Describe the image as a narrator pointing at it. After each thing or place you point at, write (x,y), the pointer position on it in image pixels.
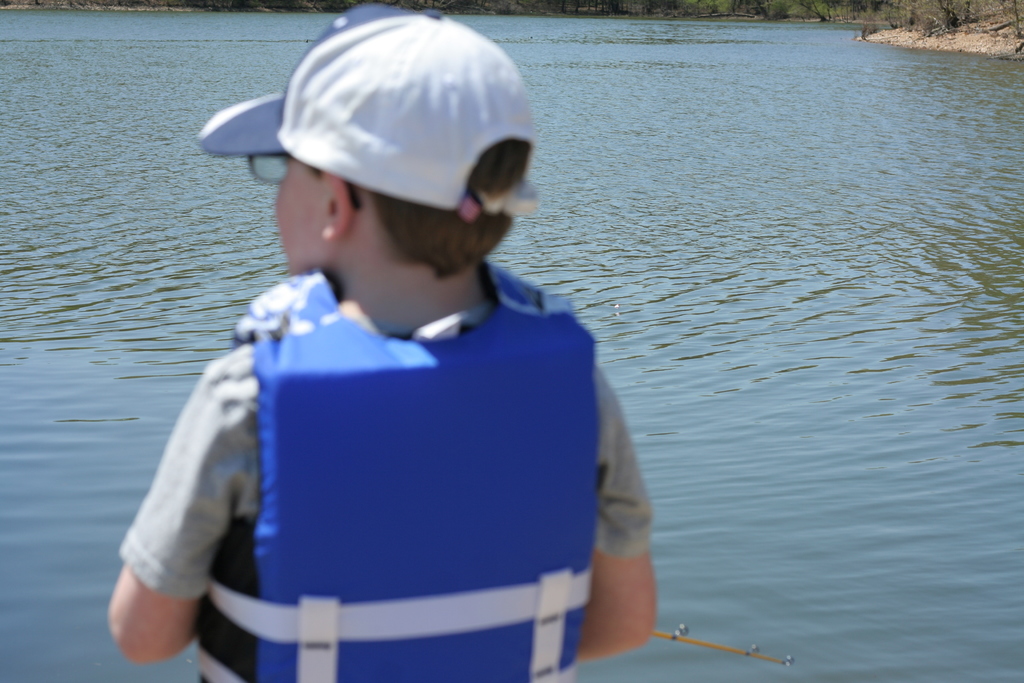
In the picture we can see a boy (422,452) standing towards the water (609,354) and he is in the blue color life jacket (474,597) and a cap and far from it we can see trees (741,12) and path (895,37).
